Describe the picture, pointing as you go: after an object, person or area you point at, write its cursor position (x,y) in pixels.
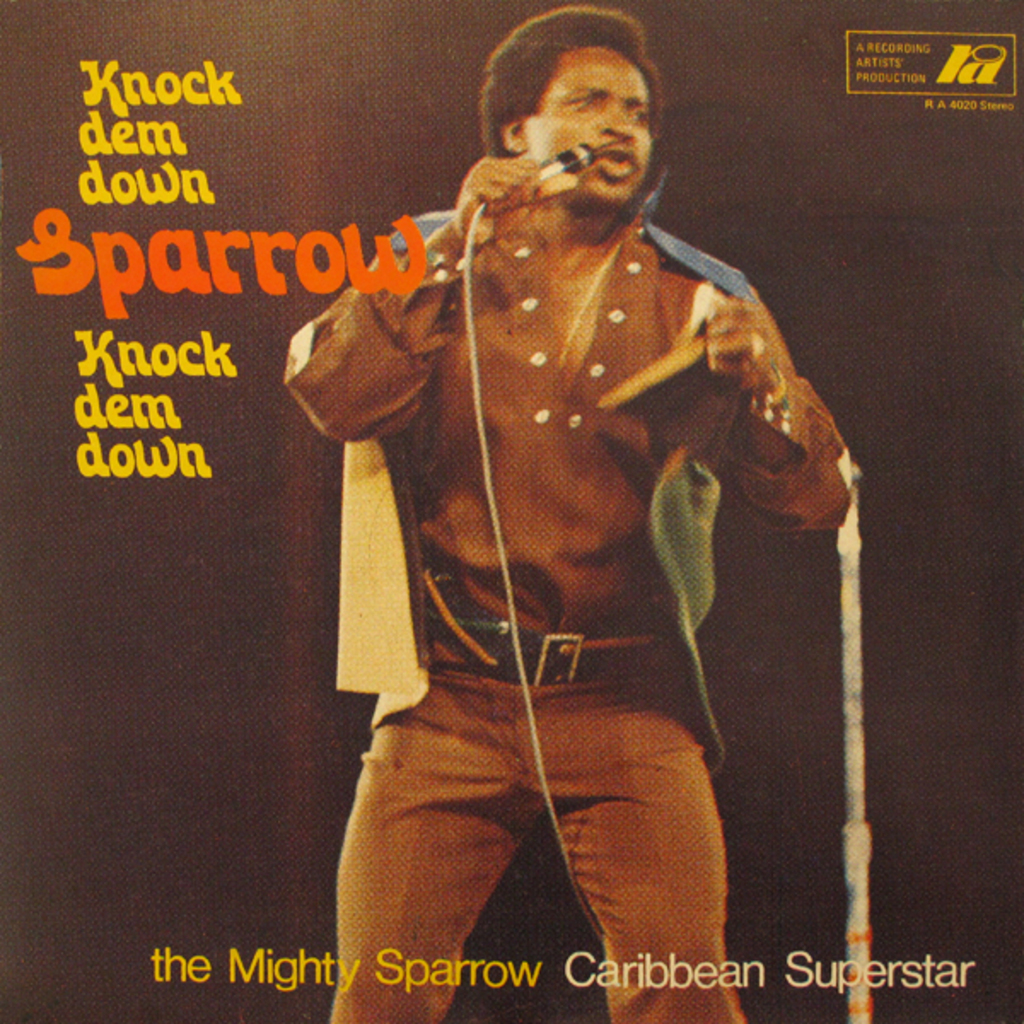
In this image we can see a poster (646,331) on which we can see a person (607,537) wearing costume (511,636) is holding a mic (471,227) and standing. Here we can see some edited text (134,95) and watermark (849,65) at the top right side of the image (876,45).
